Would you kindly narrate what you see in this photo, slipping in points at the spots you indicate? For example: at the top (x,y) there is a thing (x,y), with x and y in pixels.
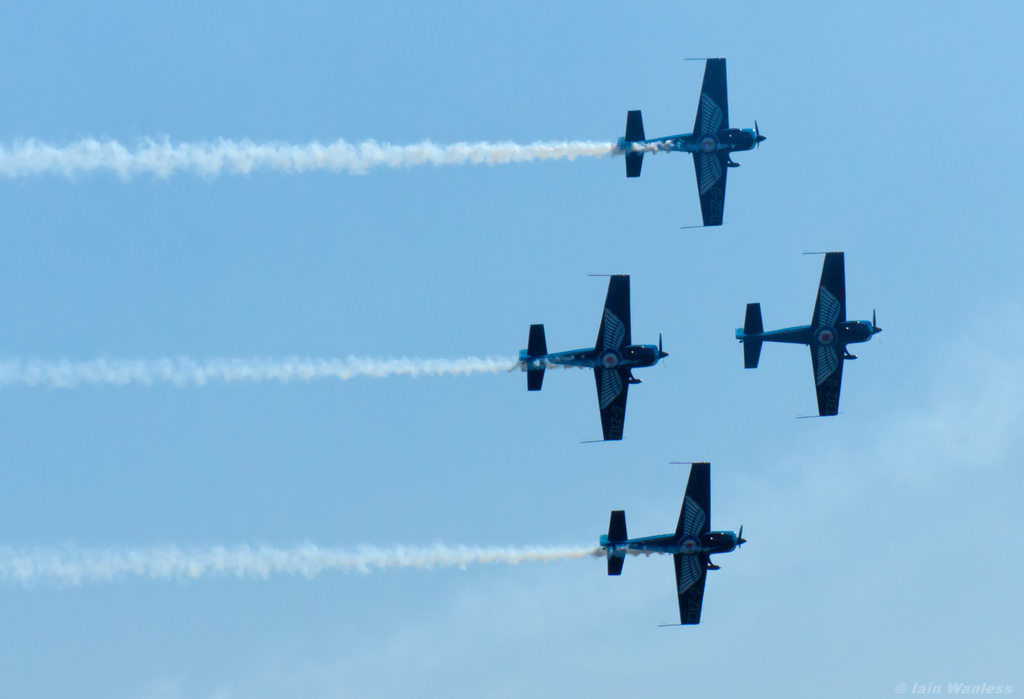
In this image we can see a few airplanes (616,342) are flying and in the background (724,354) we can see the sky (845,136).
